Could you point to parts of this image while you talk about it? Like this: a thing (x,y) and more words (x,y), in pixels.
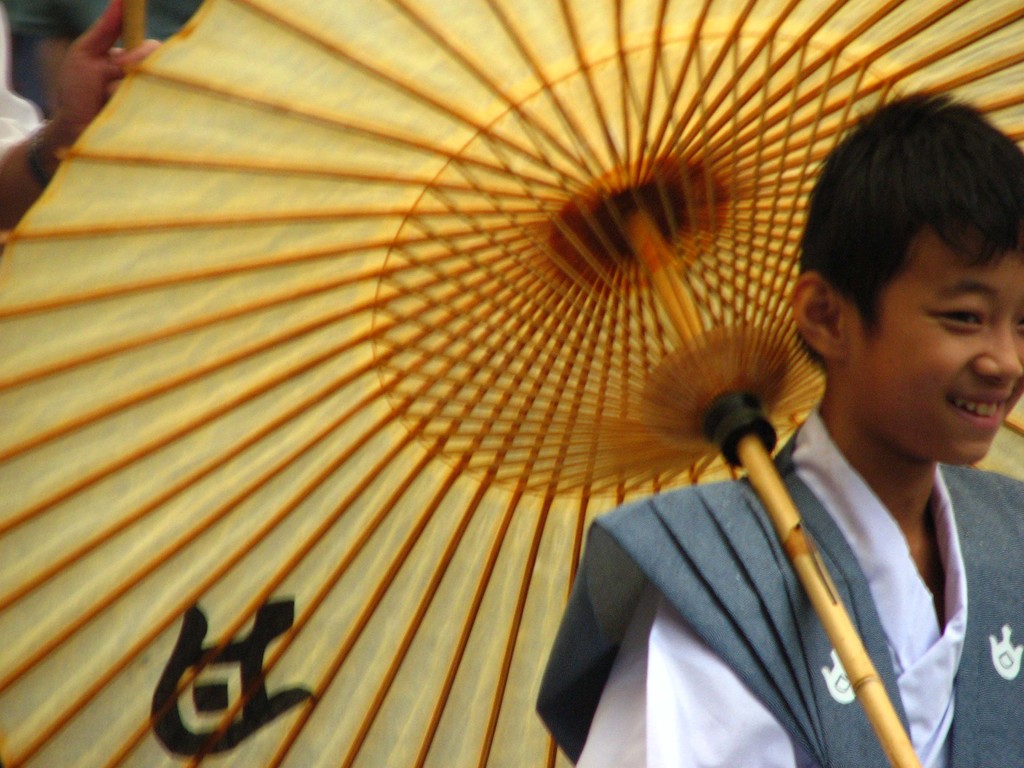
On the right side of the image (835,448) we can see a person (910,674) is holding an umbrella (447,479). In the top left corner (14,120) we can see the persons (85,45).
